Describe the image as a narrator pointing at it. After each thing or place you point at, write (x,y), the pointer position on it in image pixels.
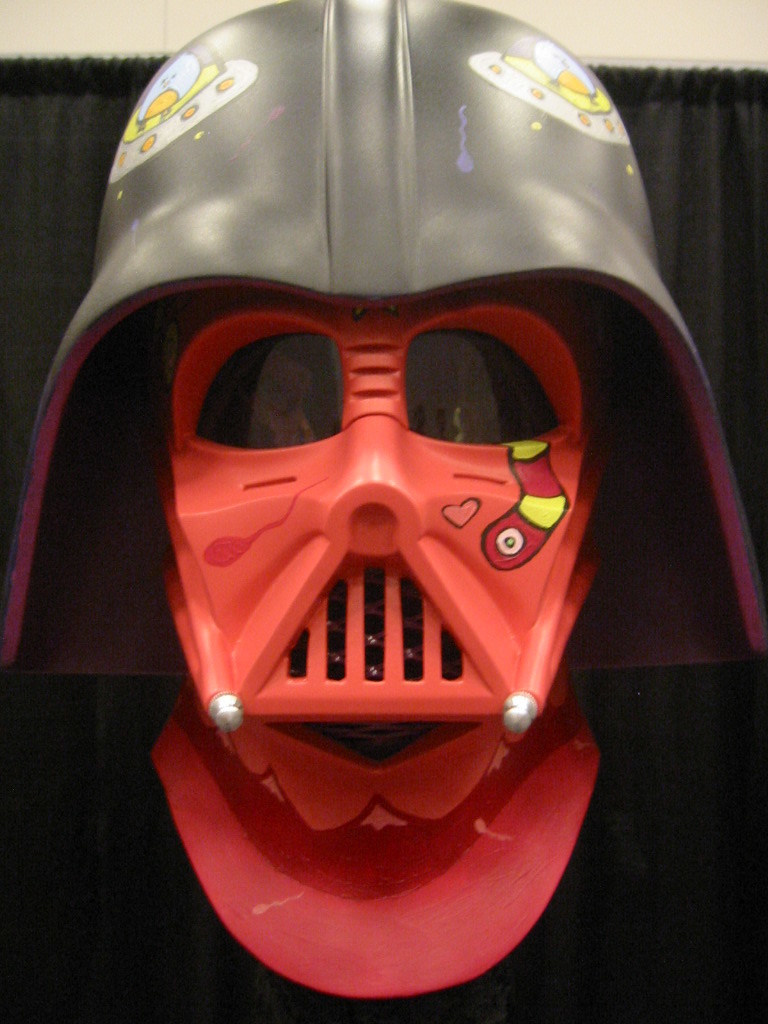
In this image I can see the mask (203,559) and the mask (222,532) is in red and gray color. In the background (85,108) I can see the curtain (82,155) in black color and the wall (135,22) is in white color.
